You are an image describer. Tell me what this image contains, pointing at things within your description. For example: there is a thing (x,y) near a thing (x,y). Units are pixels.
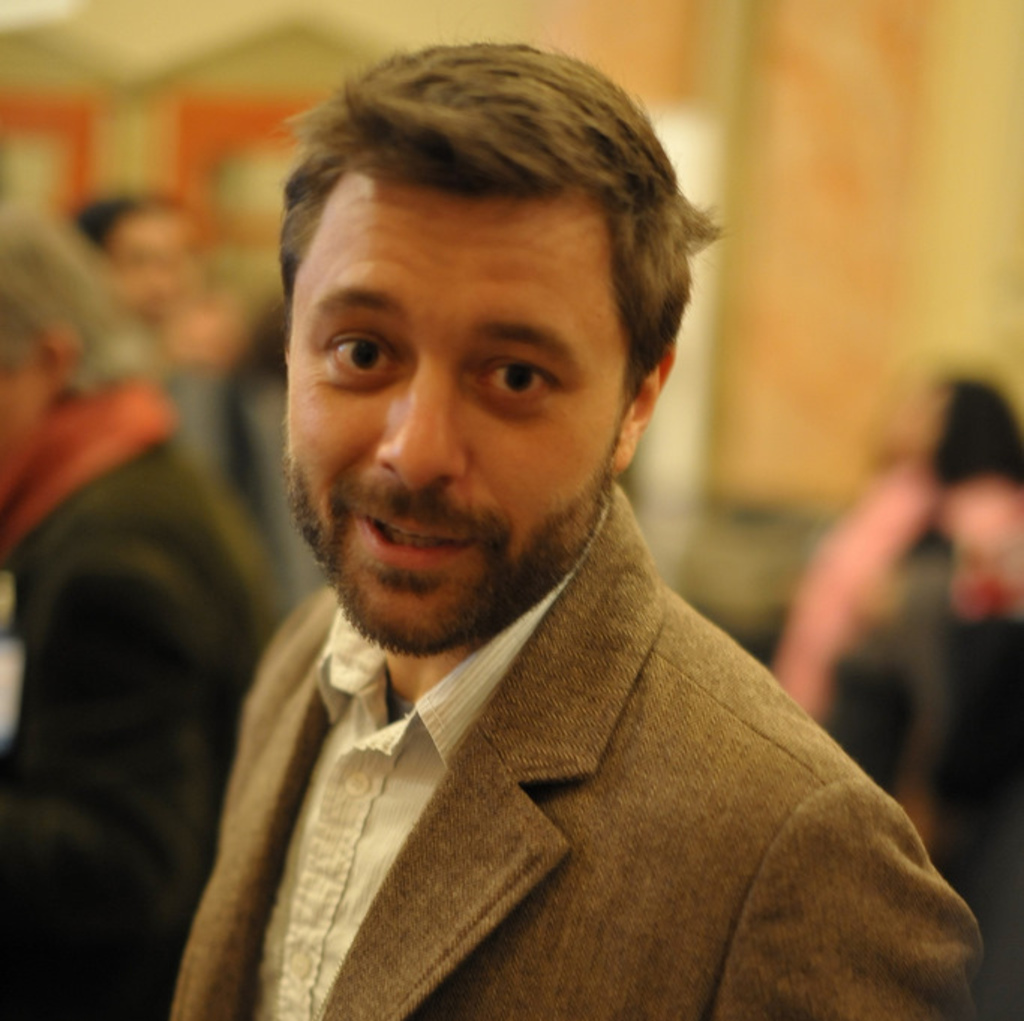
In this image in the center (515,575) there is a man (462,675) standing and smiling and the background (210,281) is blurry.
